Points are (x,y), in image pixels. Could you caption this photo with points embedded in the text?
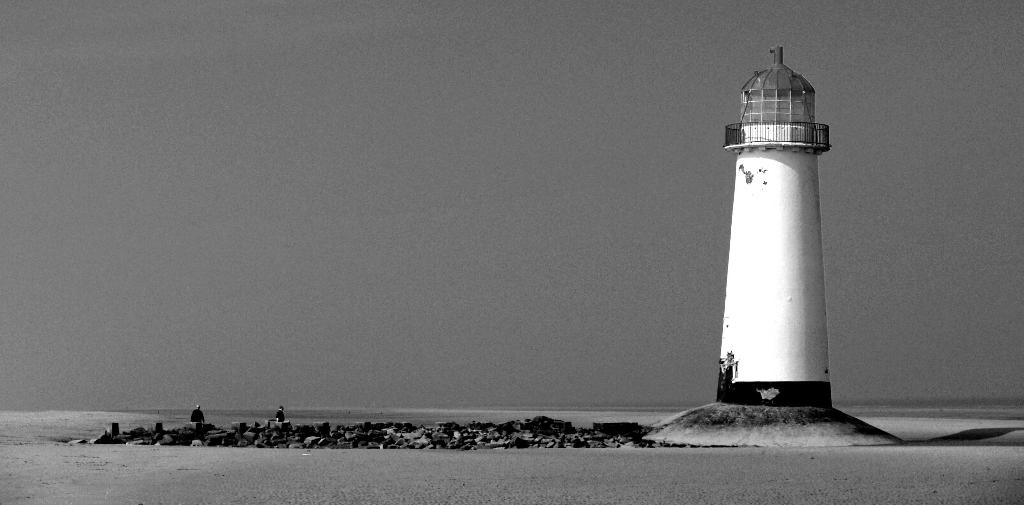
In the picture I can see a tower (768,294), people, rocks (264,433), the water (258,416) and the sky (207,198). This picture is black and white in color.
